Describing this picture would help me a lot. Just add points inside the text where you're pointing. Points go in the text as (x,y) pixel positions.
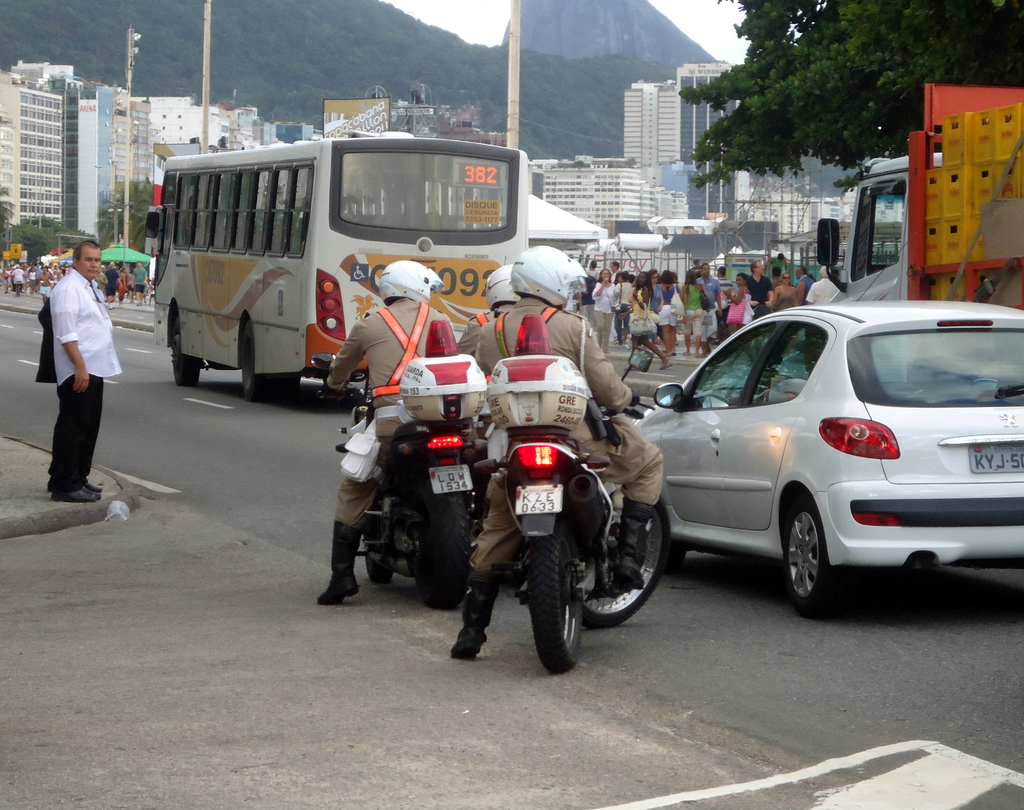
In this image there are three people (393,400) on the bikes (519,421) on the road (273,484), in front of them there are a few other vehicles (655,441) passing, on the pavement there are a few pedestrians (669,310) walking, in the background of the image (632,177) there are buildings (568,169), lampposts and mountains (546,101).
